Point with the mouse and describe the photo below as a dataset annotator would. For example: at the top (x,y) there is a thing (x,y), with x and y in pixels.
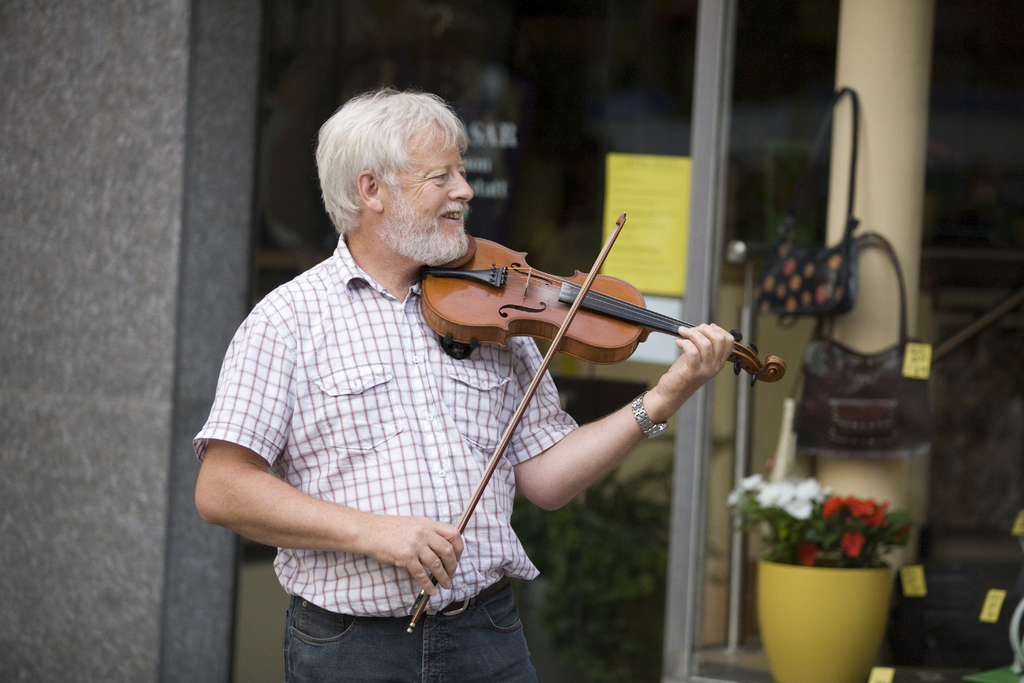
In this image there is a person (317,437) wearing white color shirt (354,422) playing violin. At the background of the image (631,189) there is a house (761,200).
